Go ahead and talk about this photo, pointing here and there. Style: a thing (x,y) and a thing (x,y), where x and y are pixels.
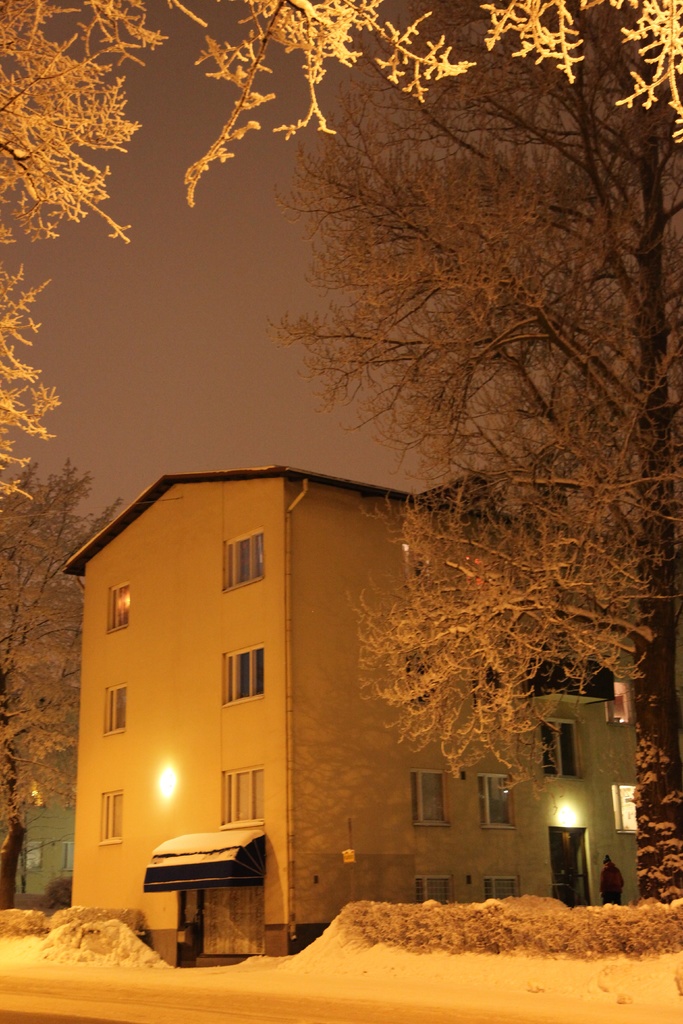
In this image, we can see a building (196,602) in between trees (437,577). There are branches (513,10) at the top of the image (496,56). In the background of the image (267,253), there is a sky (258,348).
